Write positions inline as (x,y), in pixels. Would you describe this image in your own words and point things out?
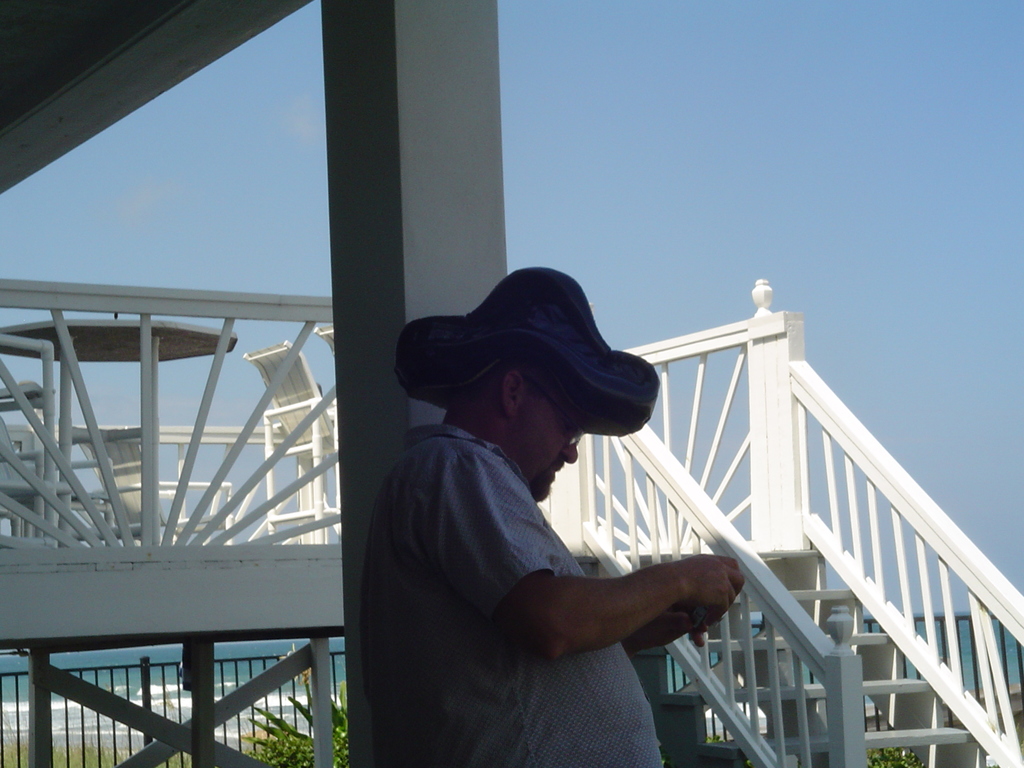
In this picture we can see a person (635,573) holding an object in his hands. There is a staircase (891,624) on the right side (768,695). We can see some chairs (6,493) and a round table (102,361) on the left side (159,445). There are a few plants (63,756) and water (65,718) in the background (72,702). Sky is blue in color.
